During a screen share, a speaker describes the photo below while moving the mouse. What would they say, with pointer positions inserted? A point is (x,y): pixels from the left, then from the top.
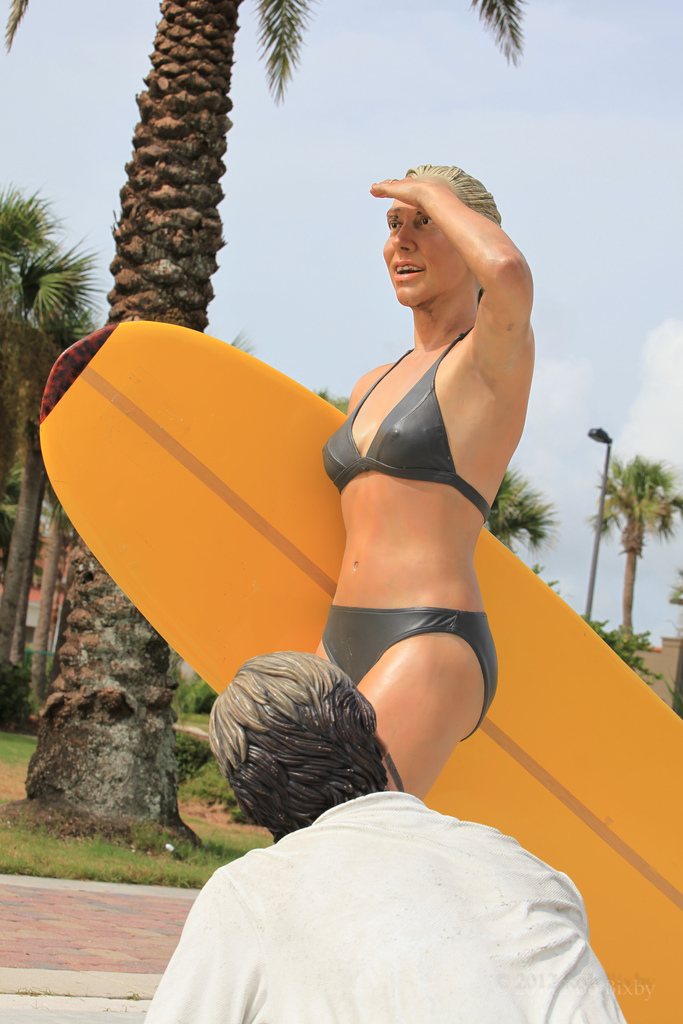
There is a statue (420,575) of a women (420,575) wearing bikini (392,622) and holding a surfboard (229,489) in her hand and there is another person (325,858) sitting in front of her.
